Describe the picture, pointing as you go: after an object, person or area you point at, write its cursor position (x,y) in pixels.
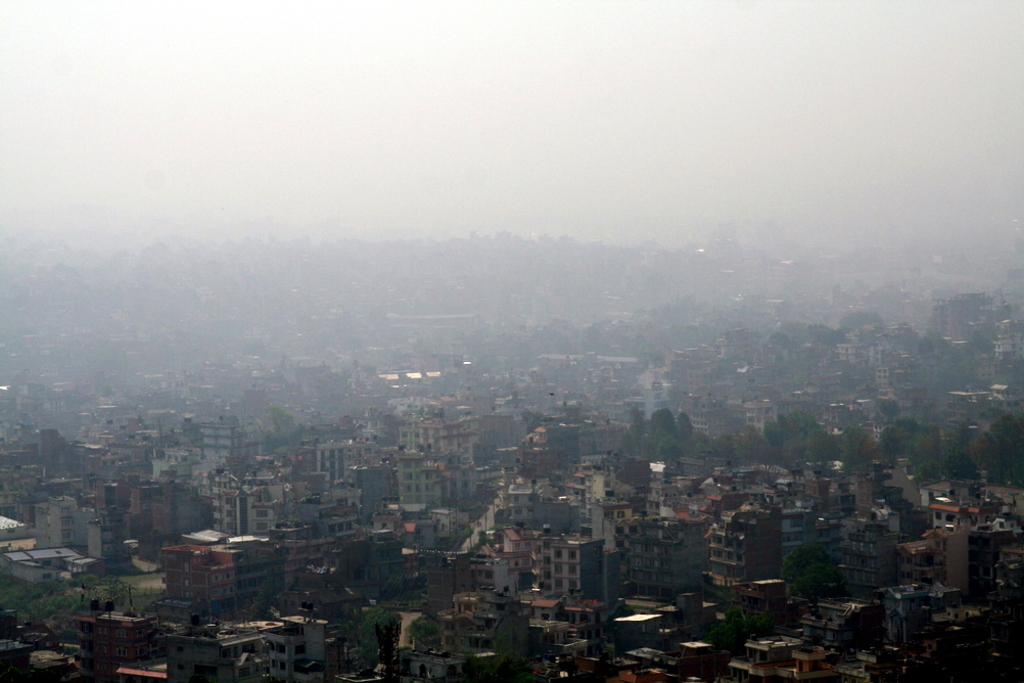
In this image there are buildings (755,539). On top of the buildings (351,499) there are water tanks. There are trees (686,437). At the top of the image (375,84) there is sky (263,85).
